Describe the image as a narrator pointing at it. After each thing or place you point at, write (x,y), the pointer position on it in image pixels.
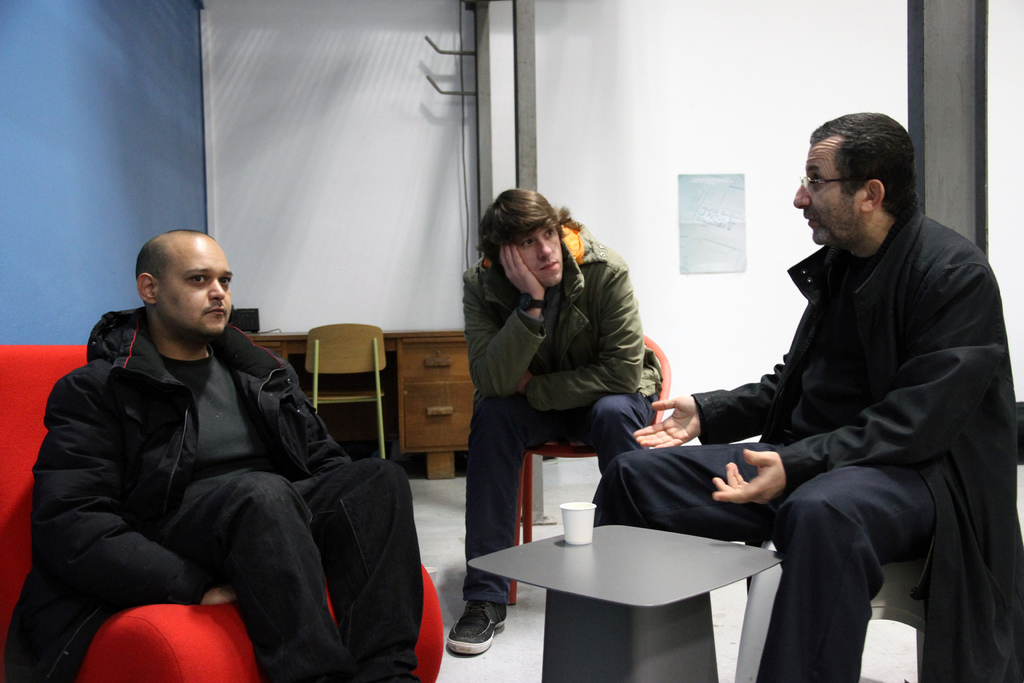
In the foreground of this image (587,335), there are three men (903,387) sitting and there is a glass (590,529) on the table (618,567). In the background (263,188), there is a wall (409,145), desk (406,340), chair (368,349) and the floor (455,519).
